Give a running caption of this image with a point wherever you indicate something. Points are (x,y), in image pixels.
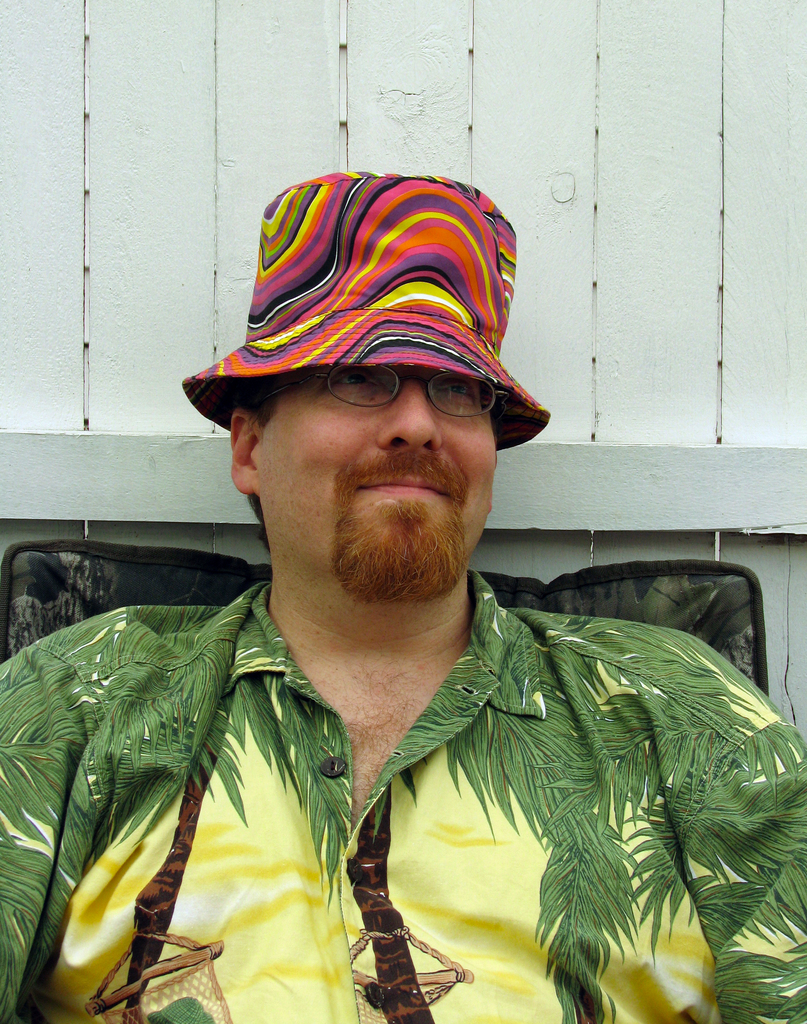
In this picture there is a man (21,1018) who is sitting in the center of the image (395,416) he is wearing a hat (378,295).
